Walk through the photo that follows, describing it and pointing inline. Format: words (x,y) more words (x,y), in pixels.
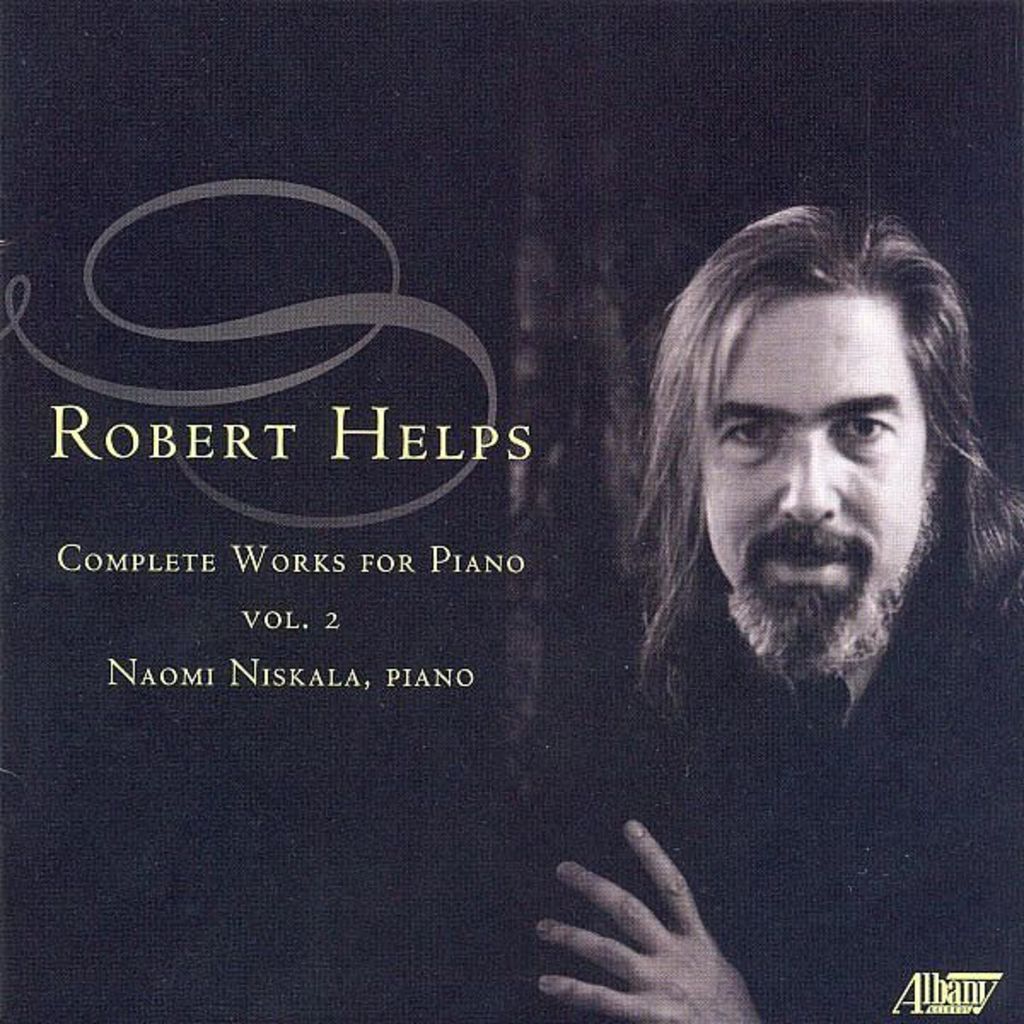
In this image on the right side (757,739) there is one person (688,592), and on the left side (195,566) there is some text (206,569).
